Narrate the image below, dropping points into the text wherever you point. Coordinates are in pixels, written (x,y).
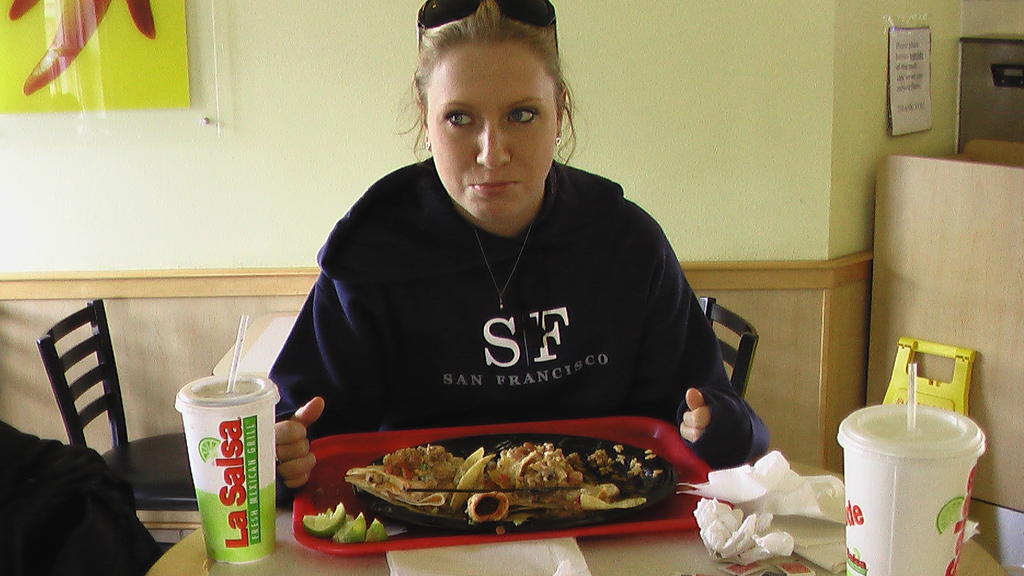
In the center of the image (346,275) there is a lady (291,453) sitting on the chair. In front of her there is a table (325,564) on which there are many objects (668,460). There is a plate (552,524) with food items (473,455) in it. In the background of the image (665,147) there is a wall (287,100). There are chairs (92,304) and table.
